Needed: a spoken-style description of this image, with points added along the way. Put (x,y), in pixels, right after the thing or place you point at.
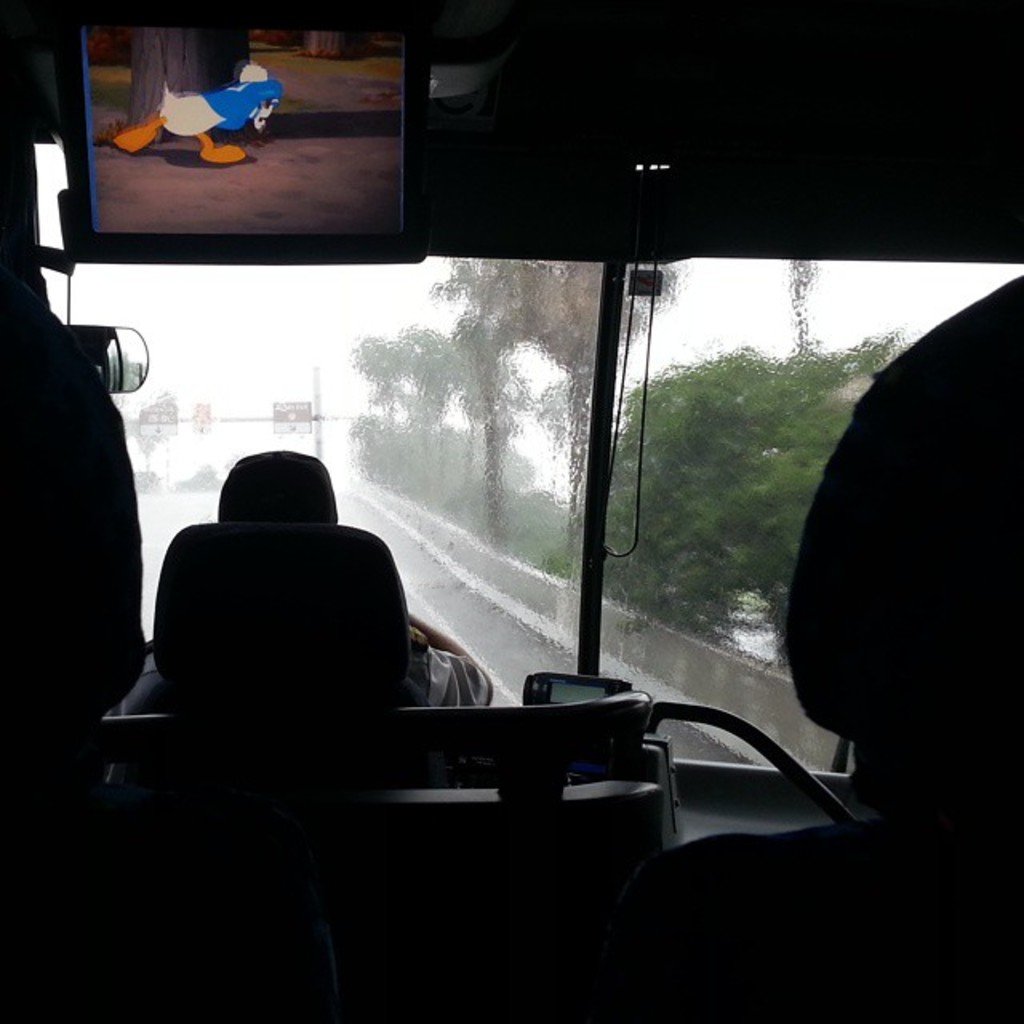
This picture is taken inside of a vehicle (692,134). A screen (312,182) is attached to the wall (591,129) of a vehicle (520,196). There is a person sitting on the seat (325,614). From the window (453,411) of the vehicle (103,352) trees (402,428) and sky (245,408) are visible. There are boards (173,408) attached to the pole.
